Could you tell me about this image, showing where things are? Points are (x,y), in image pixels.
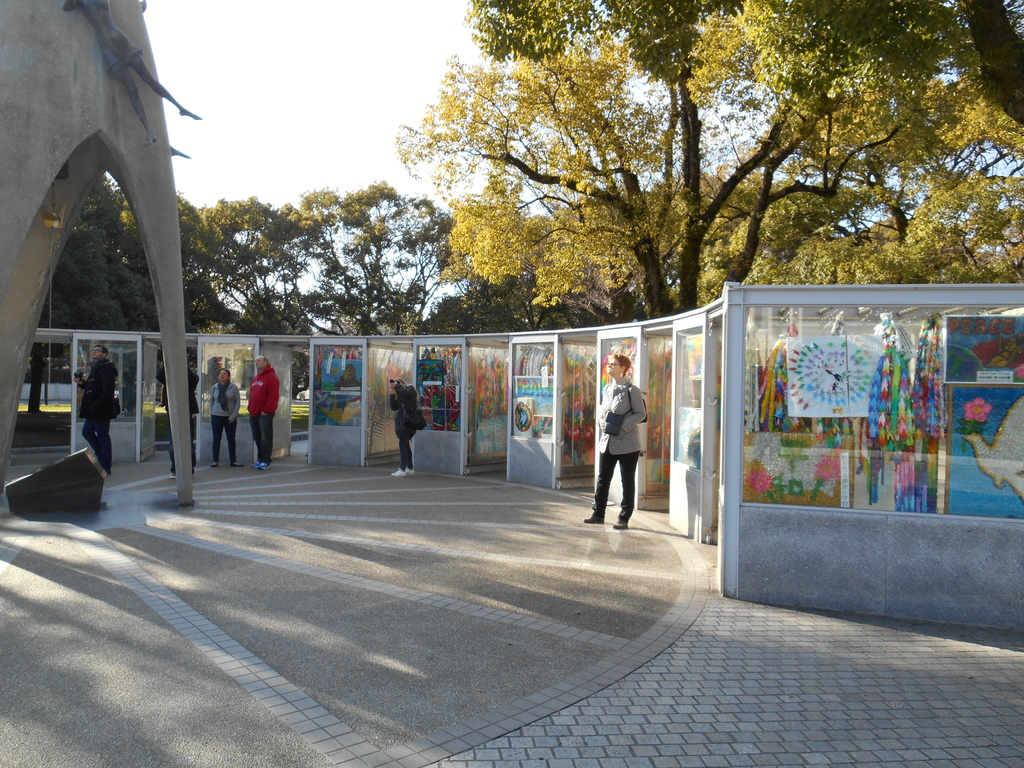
This picture is clicked outside. In the center (624,494) we can see the group of persons (271,461) holding some objects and standing on the ground (296,477). On the left (77,6) we can see the sculpture of a person (118,54) attached to the wall (43,118) and there are some pictures (846,409) on the doors (345,452). In the background (163,46) there is a sky (409,28), trees (556,233).
